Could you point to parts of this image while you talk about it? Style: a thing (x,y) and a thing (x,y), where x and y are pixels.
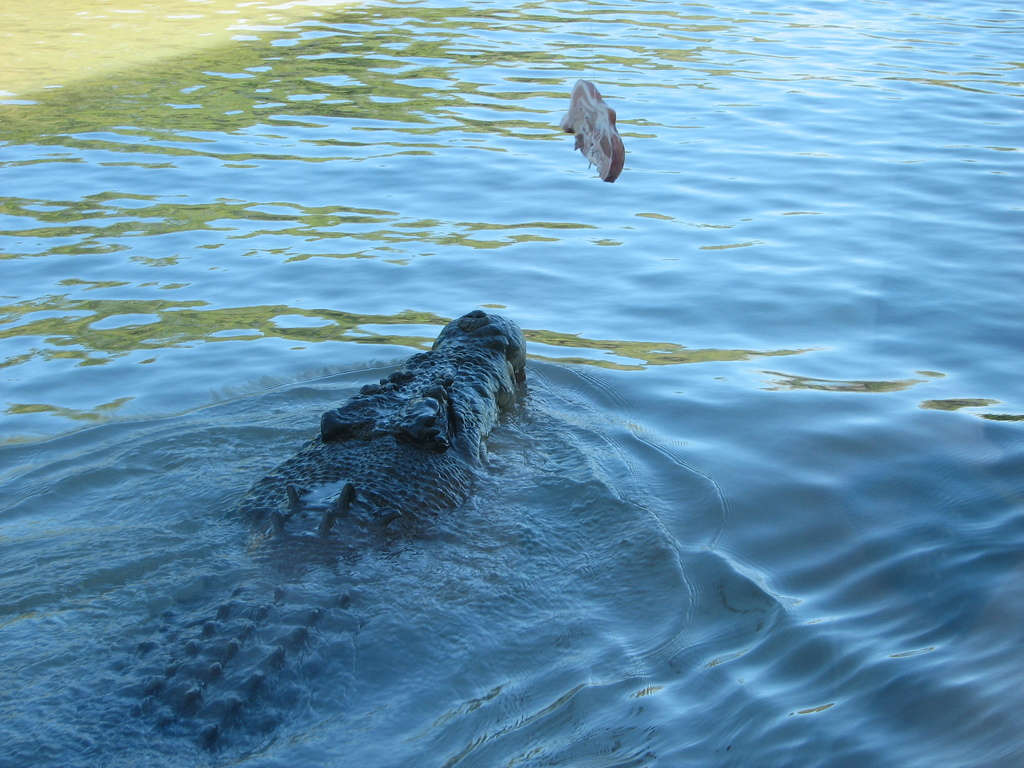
In this image, we can see a crocodile (295,696) and an object (564,121) in the water (668,341).
